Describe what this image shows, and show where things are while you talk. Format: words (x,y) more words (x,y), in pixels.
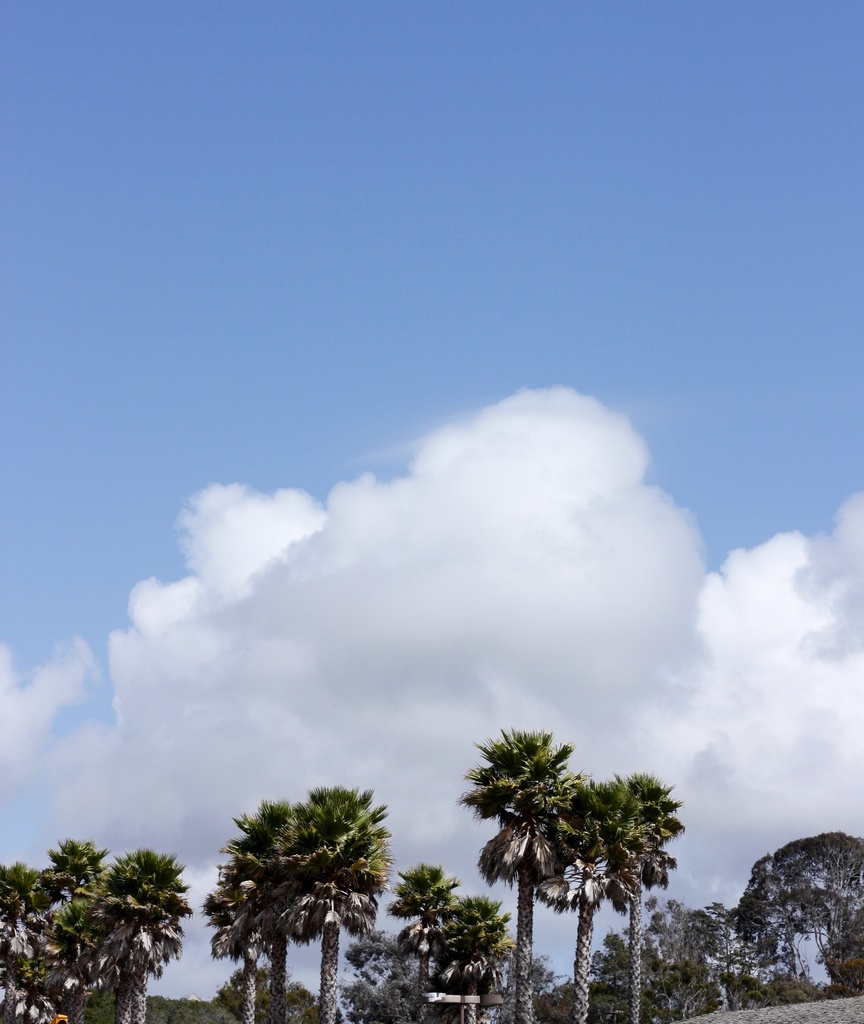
In this image we can see many trees (448,945). There is a blue and cloudy sky (471,623) in the image.
